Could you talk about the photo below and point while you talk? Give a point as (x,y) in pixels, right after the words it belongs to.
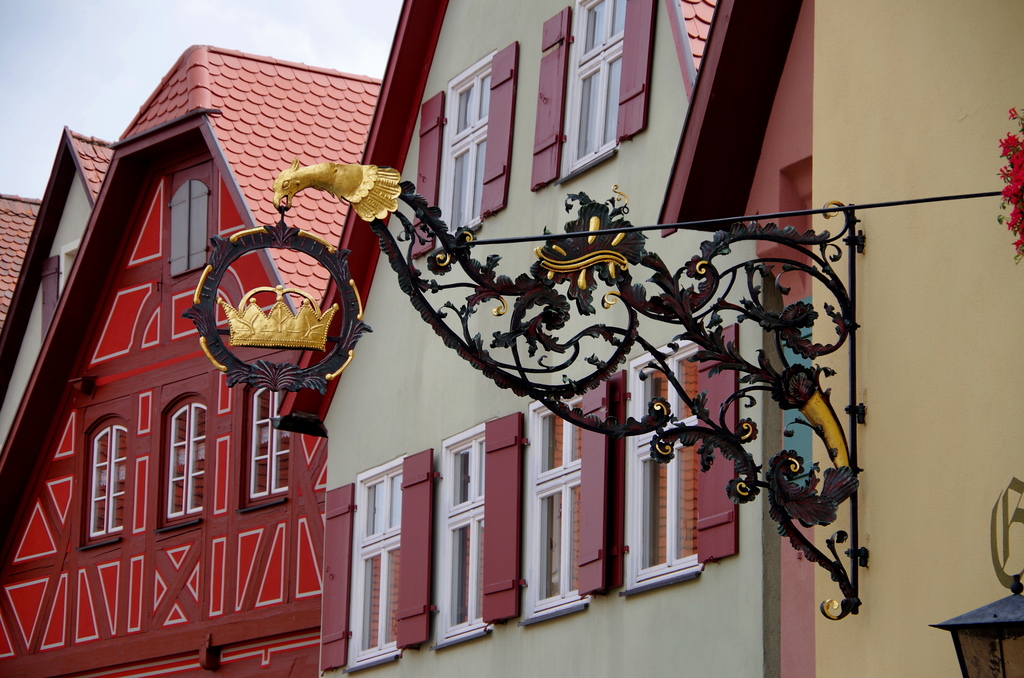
In this Image I can see the house (306,470) which is colorful. To the wall (923,355) I can see the metal rod (655,351) and there are some red color flowers (1005,166) to the wall (871,133). In the back (61,37) there is a sky (72,55).
